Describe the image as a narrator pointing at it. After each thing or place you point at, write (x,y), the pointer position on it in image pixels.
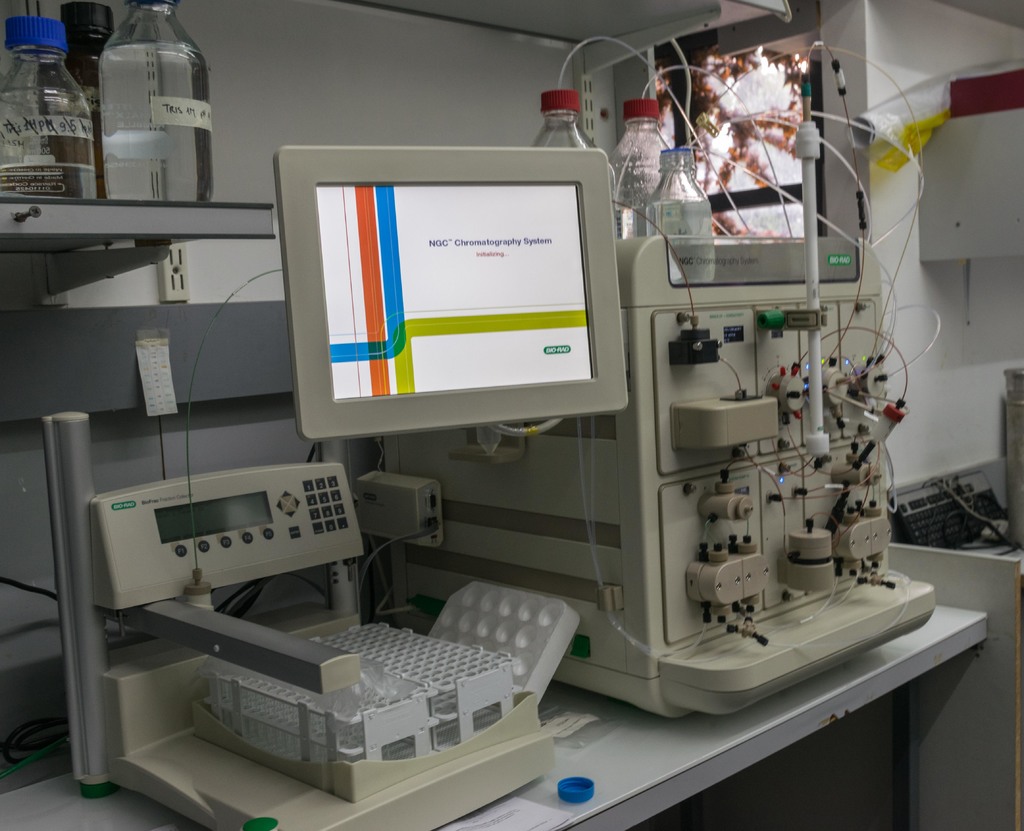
In this image i can see a screen (559,363), a glass (143,132) and a machine (589,578) on the table (74,781).
